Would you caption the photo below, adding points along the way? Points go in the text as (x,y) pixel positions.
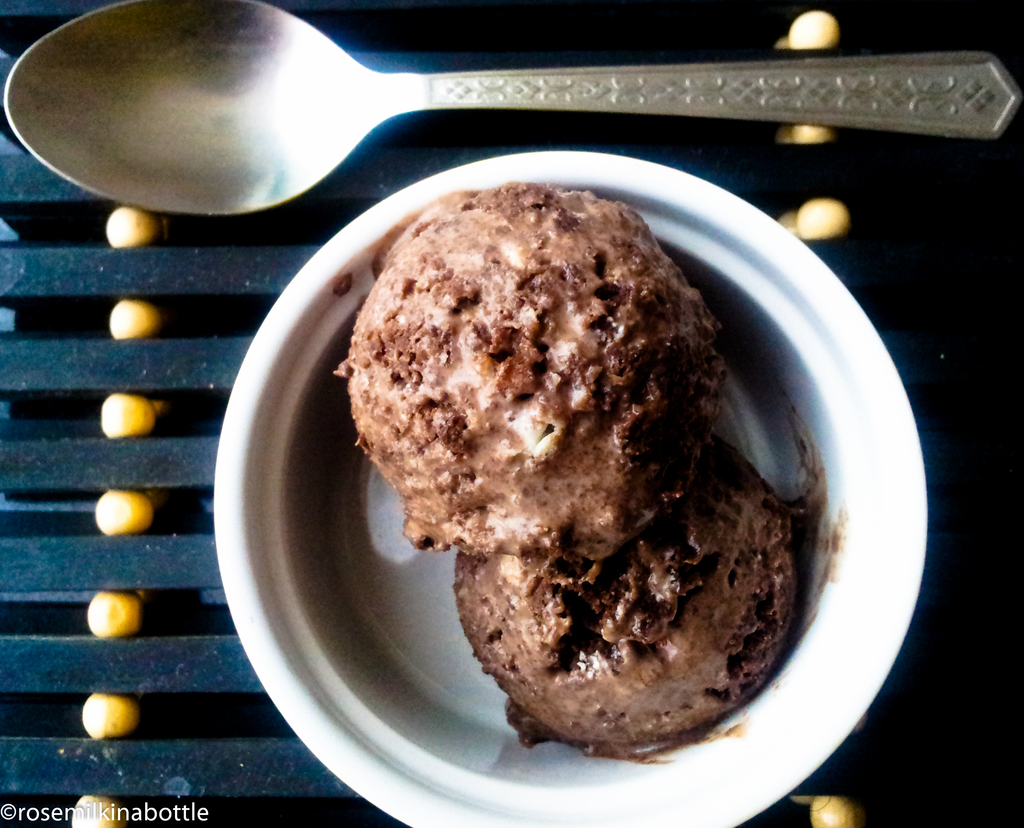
In the picture we can see a white color bowl (317,404) with two scoops (449,378) of chocolate ice cream (651,707) and beside it we can see a spoon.
